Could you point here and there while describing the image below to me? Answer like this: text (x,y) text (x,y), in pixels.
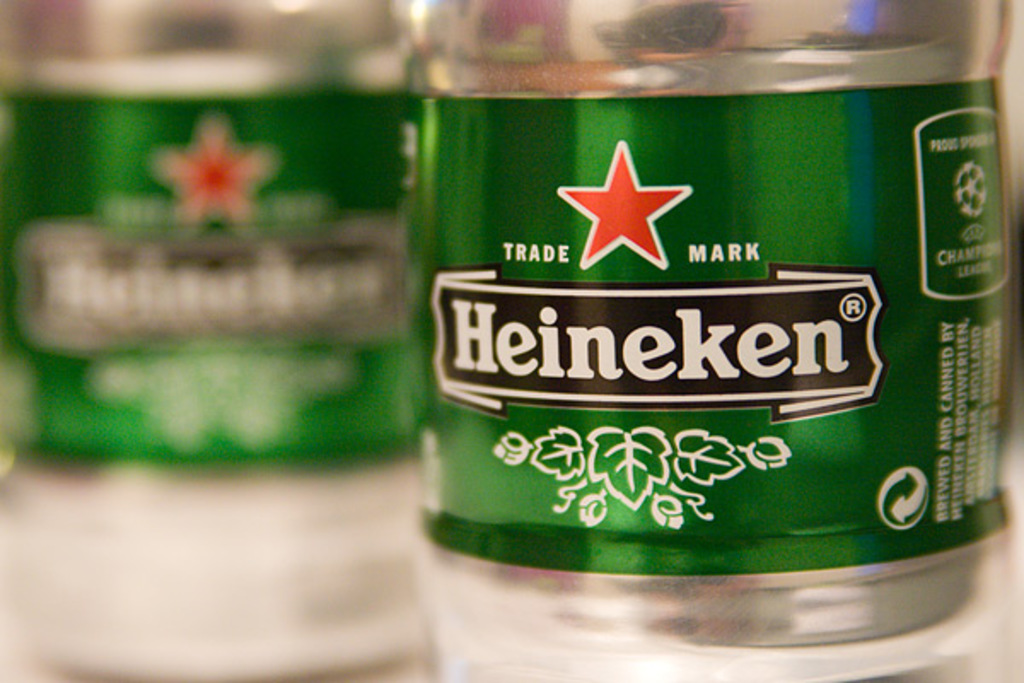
In this image we can see a bottle (927,332) with a label (536,310) written Heineken on it. On the left side (127,225) we can also see another bottle (224,480) which is slightly blurred.
